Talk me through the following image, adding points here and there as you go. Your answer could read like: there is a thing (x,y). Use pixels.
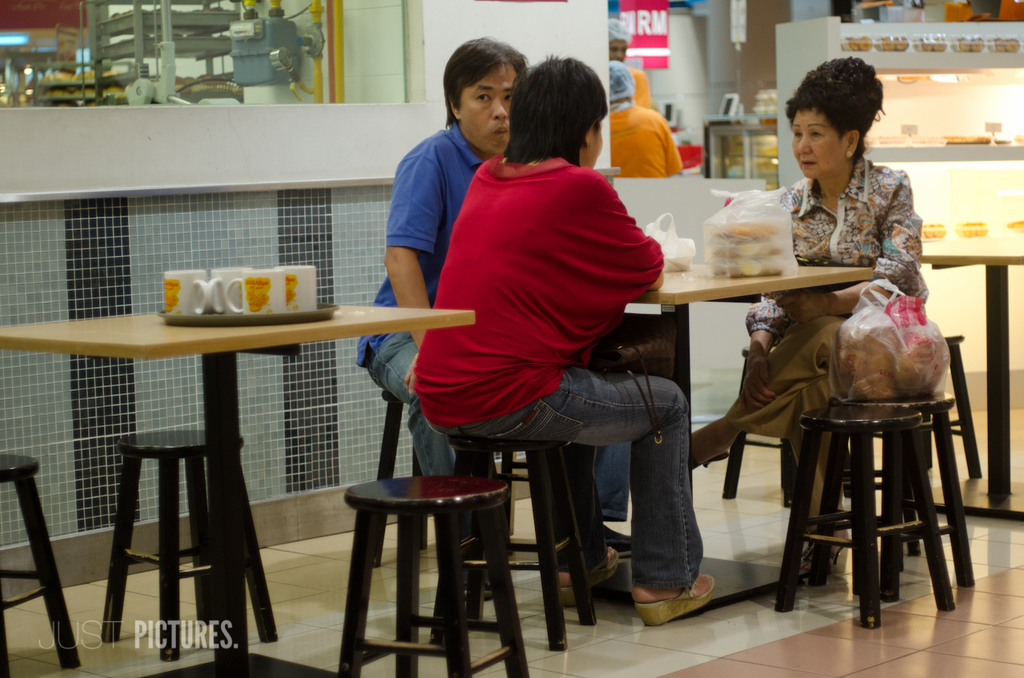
There are three members (527,199) sitting around a table (709,270) on the stools (863,402). There are some food items (752,247) on the table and some stools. In the background (634,151), there are some men (624,92) working in the kitchen (687,81) here.
